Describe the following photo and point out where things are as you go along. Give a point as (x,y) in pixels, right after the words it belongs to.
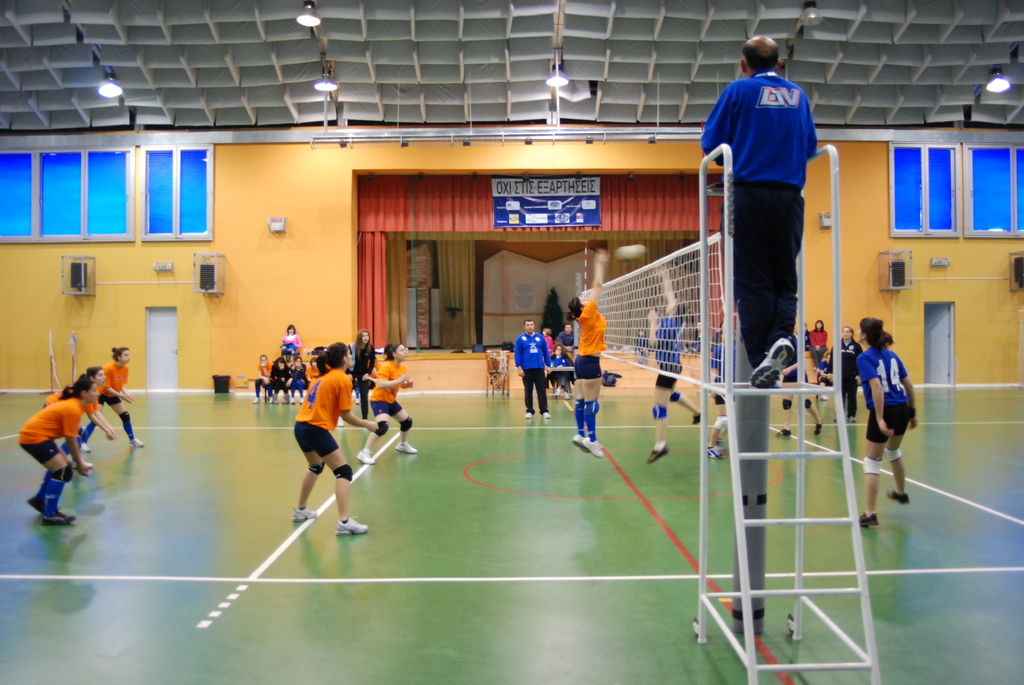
In the center of the image (376,262) we can see a curtain (443,224), the banner (558,182) and some people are sitting on the benches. On the right side of the image (689,298) we can see the mesh (714,368), ladder (738,521) and a man (805,112) is standing on a ladder (750,383). In the background of the image (577,156) we can see the wall (32,305), doors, windows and some people (346,535) are playing. At the bottom of the image (532,551) we can see the floor (268,457). At the top of the image (338,16) we can see the roof (434,105) and lights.
